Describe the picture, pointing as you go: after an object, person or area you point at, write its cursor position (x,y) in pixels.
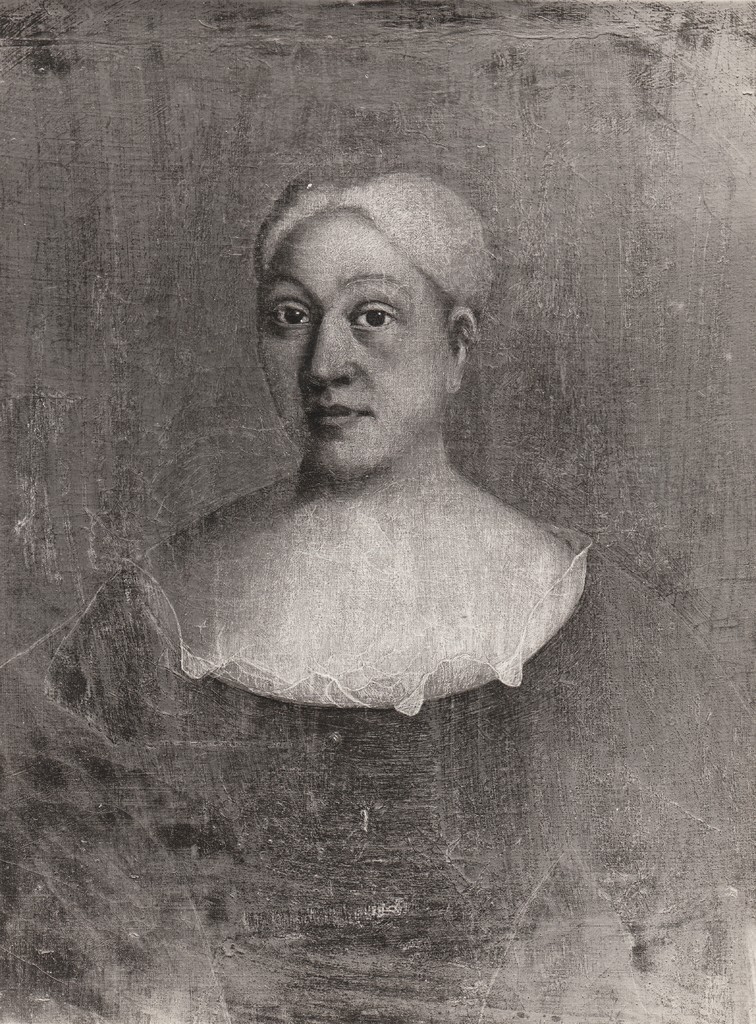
This picture shows a painting (444,403) of a woman (435,250).
